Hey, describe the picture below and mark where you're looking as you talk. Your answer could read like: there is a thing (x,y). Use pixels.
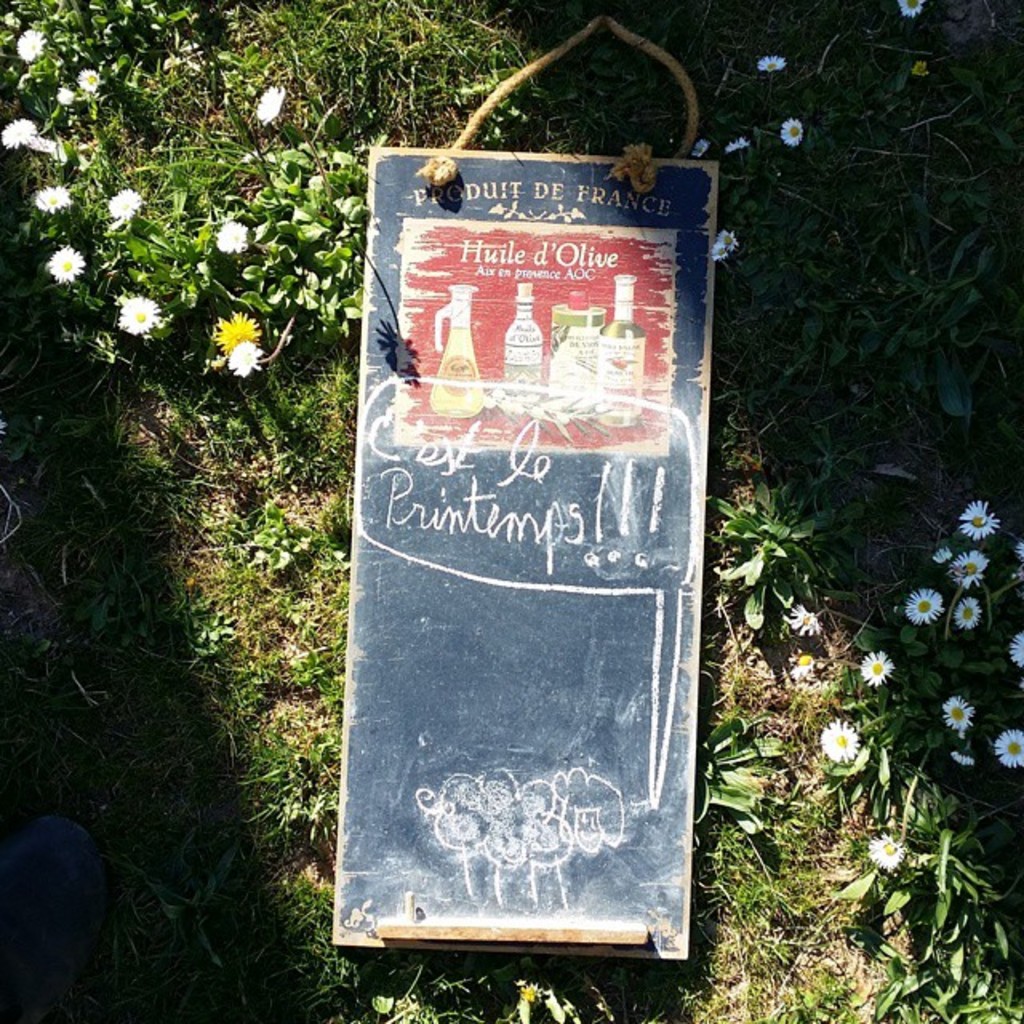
This is a zoomed in picture. In the center (422,452) there is a blue color board (585,580) on which we can see the pictures (633,340) of bottles (577,368) and we can see the text (519,479) on the board (589,350) which is tied with a rope (600,18). In the background (613,119) we can see the grass (245,680), plants (282,187) and the flowers (251,351).
